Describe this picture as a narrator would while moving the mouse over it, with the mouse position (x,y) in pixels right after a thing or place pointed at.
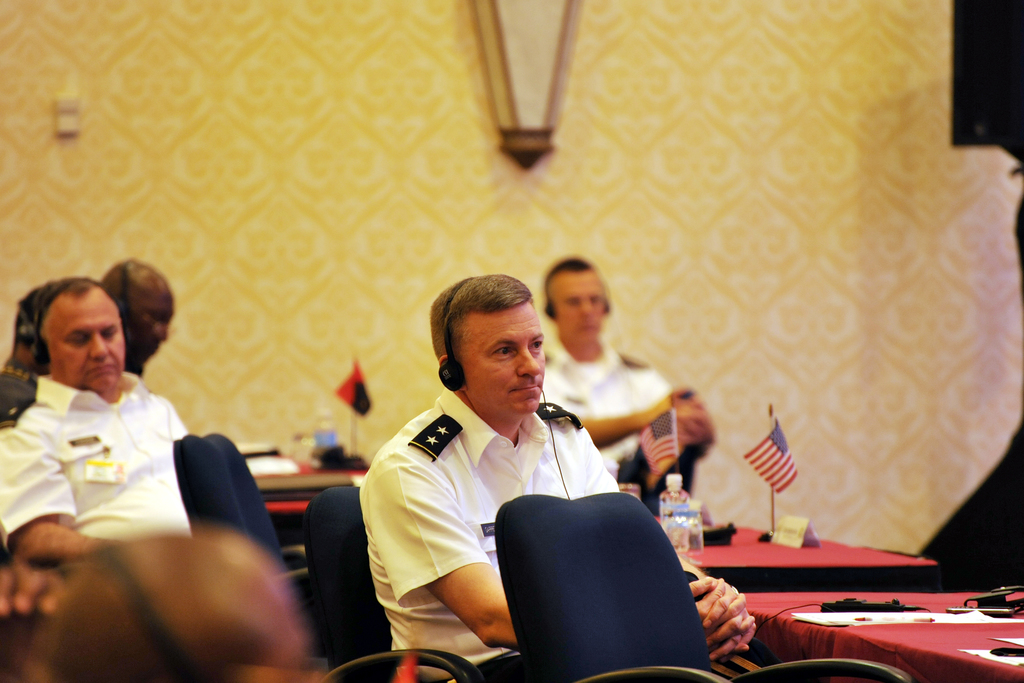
In this image six persons (173,436) are sitting on chairs (385,622), in front of them there are tables (863,630), on that table (699,553) there are flags (675,432), bottle (669,513), in the background (458,33) there is a wall (913,504).
